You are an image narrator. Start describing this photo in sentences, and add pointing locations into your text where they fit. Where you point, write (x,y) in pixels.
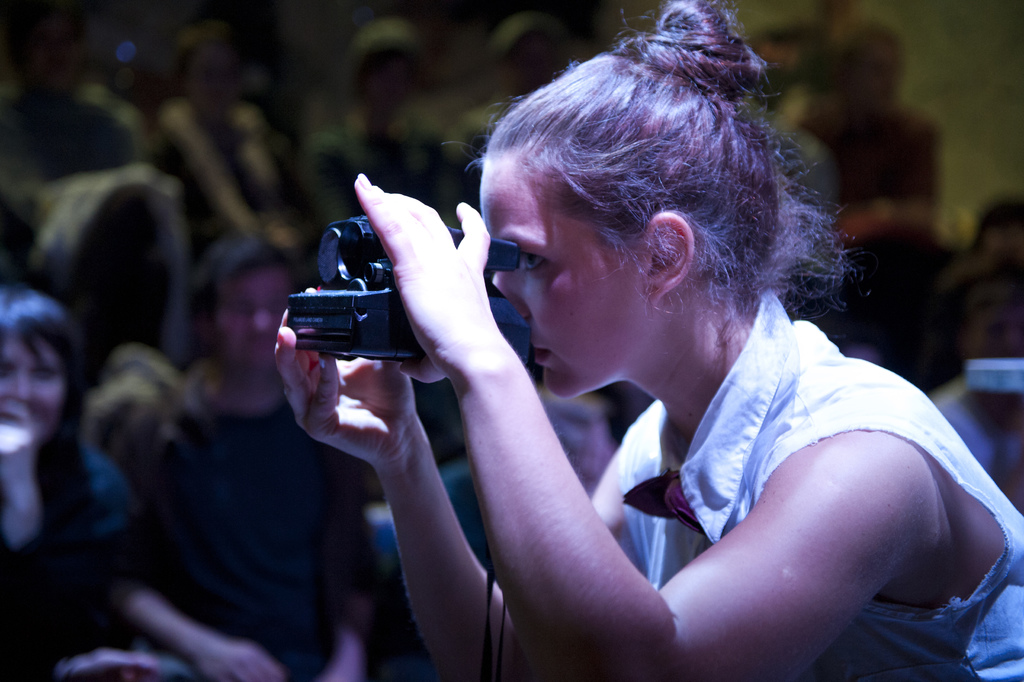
There is a lady (748,422) wearing a white dress (789,416) is holding a camera (388,286). In the background (175,477) there are some people (169,425).
